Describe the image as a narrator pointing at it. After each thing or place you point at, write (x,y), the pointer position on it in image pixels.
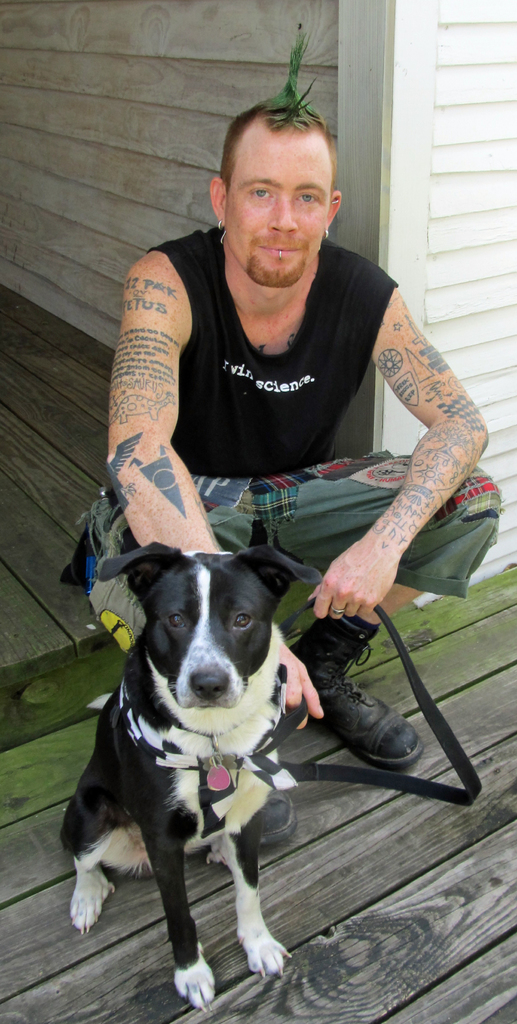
In this image there is a dog (234,839) sitting and there is a man (233,413) sitting. In the background (229,75) there is a wooden wall (261,80).
